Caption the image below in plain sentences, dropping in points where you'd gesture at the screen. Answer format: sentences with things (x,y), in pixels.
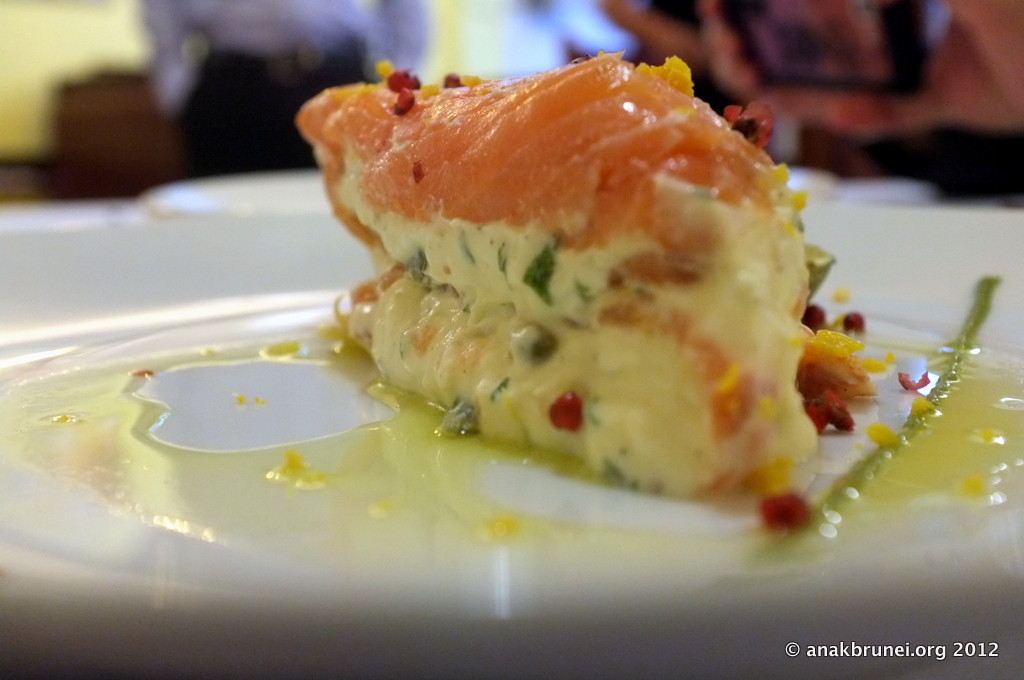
In this picture we can see a plate (293,386) in the front (194,393), there is some food (608,243) present in this plate (204,293), there is a blurry background (961,38), we can see some text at the right bottom (844,642).
